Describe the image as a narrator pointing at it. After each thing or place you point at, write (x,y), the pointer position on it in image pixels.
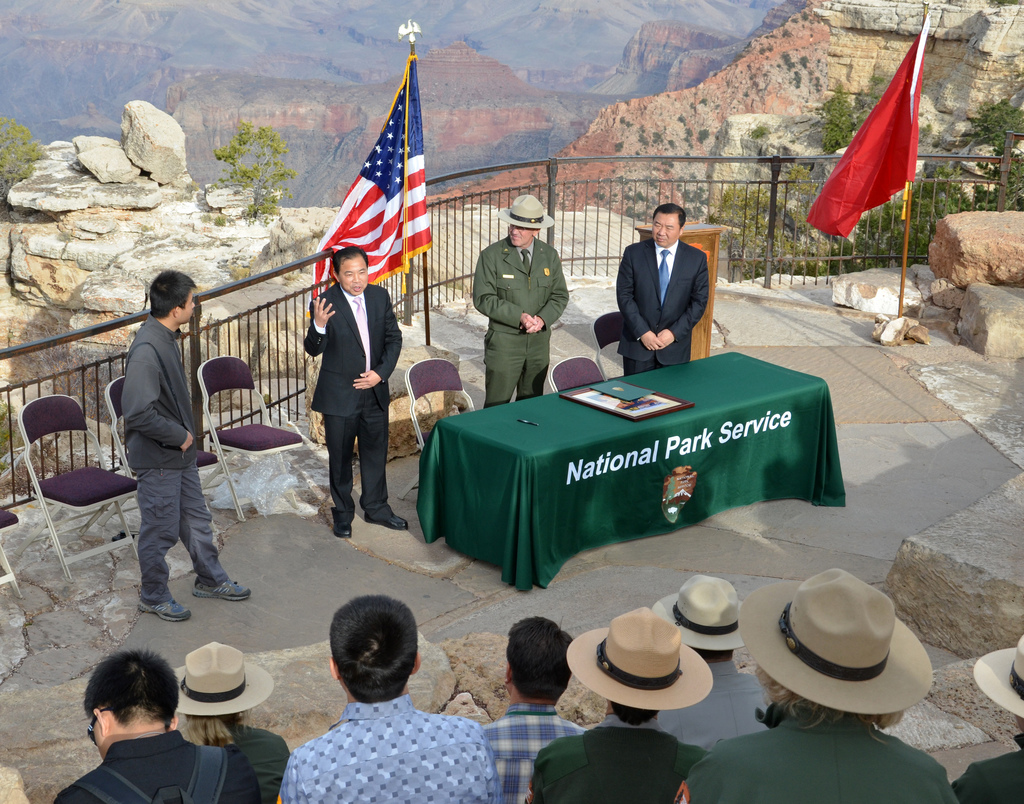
There is a group of people (667,322). Some people (623,654) are standing and some people (693,583) are wearing hat (701,595). There is a table (709,421). There is a photo frame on a table (738,380). We can see in the background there is a mountain tree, and flag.
